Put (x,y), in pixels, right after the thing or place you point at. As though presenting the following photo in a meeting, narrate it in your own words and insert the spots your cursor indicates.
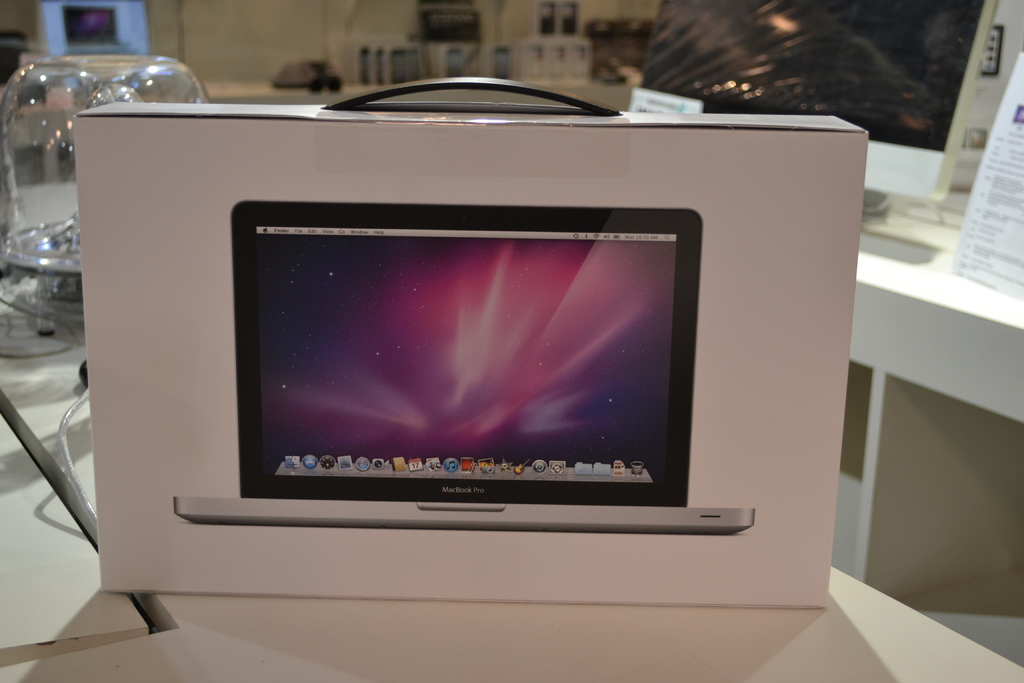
In this image there is a box (319,360) having a laptop image (358,401) on it. Box (237,216) is kept on the table (401,616) having a jar (100,87) on it. Right side (1004,249) there is a table (946,272) having posters (964,277) on it. Top of image (253,86) there is a table (592,85) having few boxes (472,58) which are having mobile images (401,54) on it.
